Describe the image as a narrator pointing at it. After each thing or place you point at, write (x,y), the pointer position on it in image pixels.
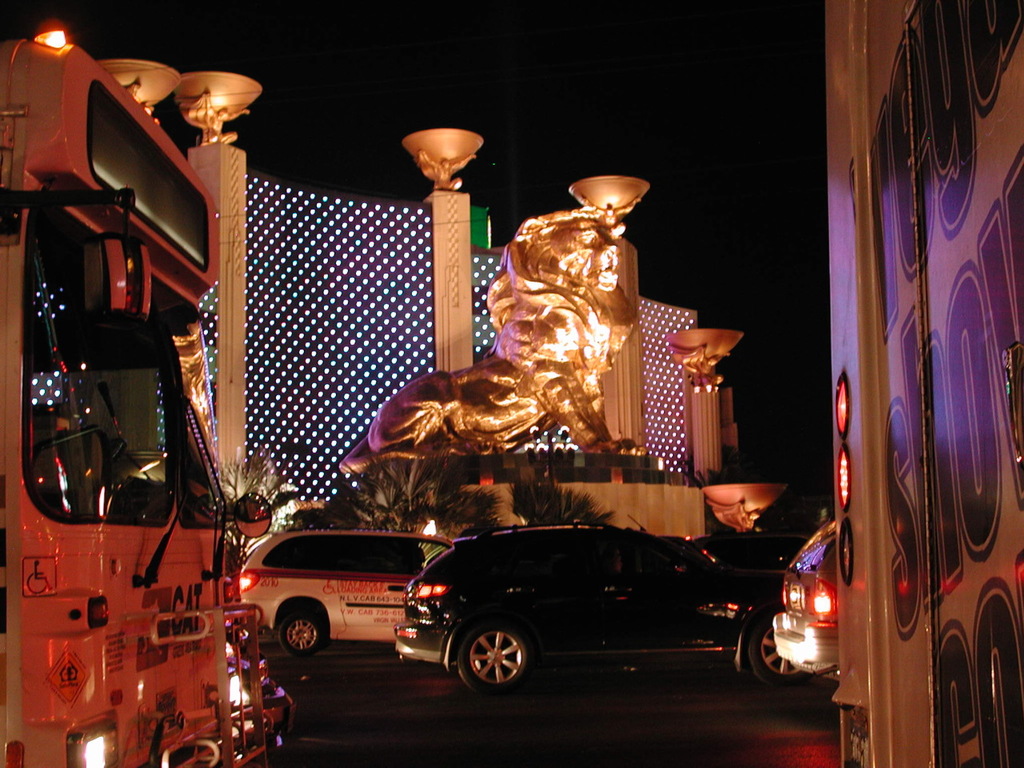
There are many vehicles (470,584) moving on the road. In the background (581,355) there is a golden statue (534,351) of a lion (569,277). There is a wall (478,341), few plants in the background (378,304).
